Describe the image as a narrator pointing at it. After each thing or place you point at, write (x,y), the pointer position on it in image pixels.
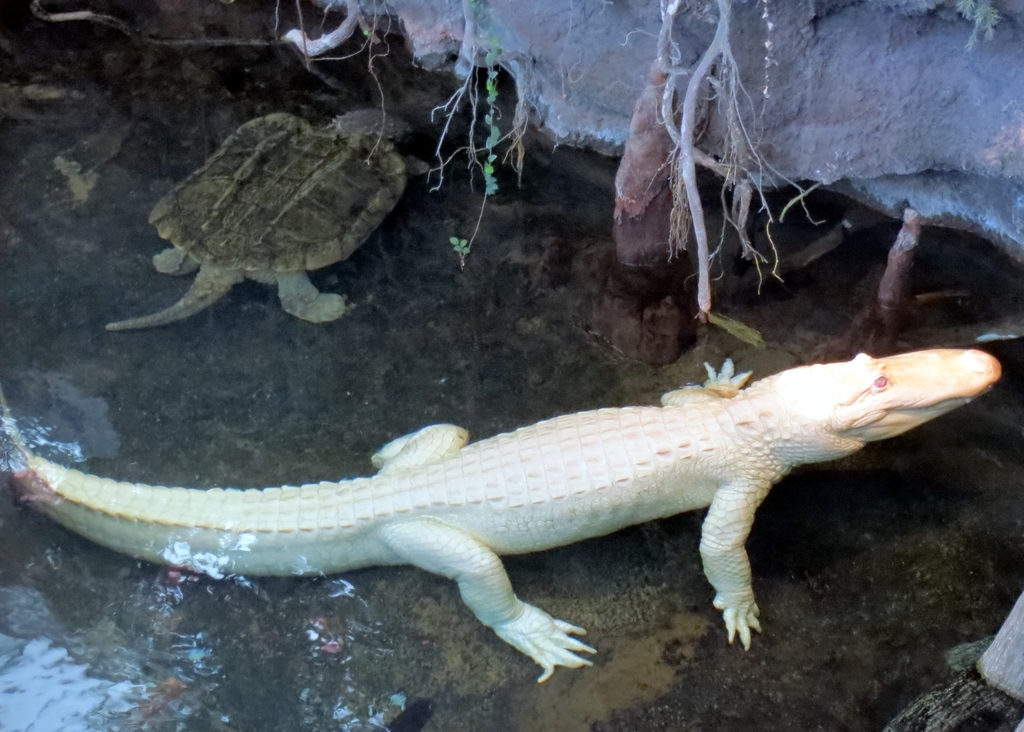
In this image there is an alligator (369,489) in the middle (523,450). Beside it there is a turtle (259,233). On the right side (755,33) top there is a stone (641,64). On the stone (563,66) there are small plants (694,83). At the bottom (88,637) it looks like a water (95,672).
